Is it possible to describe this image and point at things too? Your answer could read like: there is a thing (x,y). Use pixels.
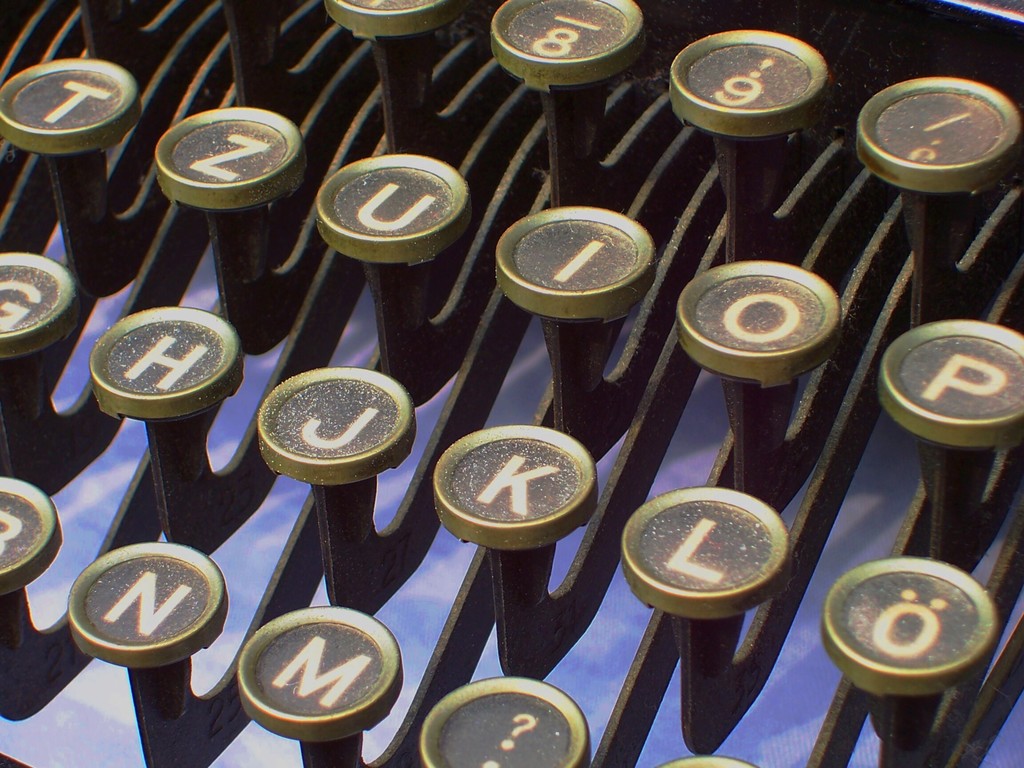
In this image, we can see typewriter keys (628,24).
